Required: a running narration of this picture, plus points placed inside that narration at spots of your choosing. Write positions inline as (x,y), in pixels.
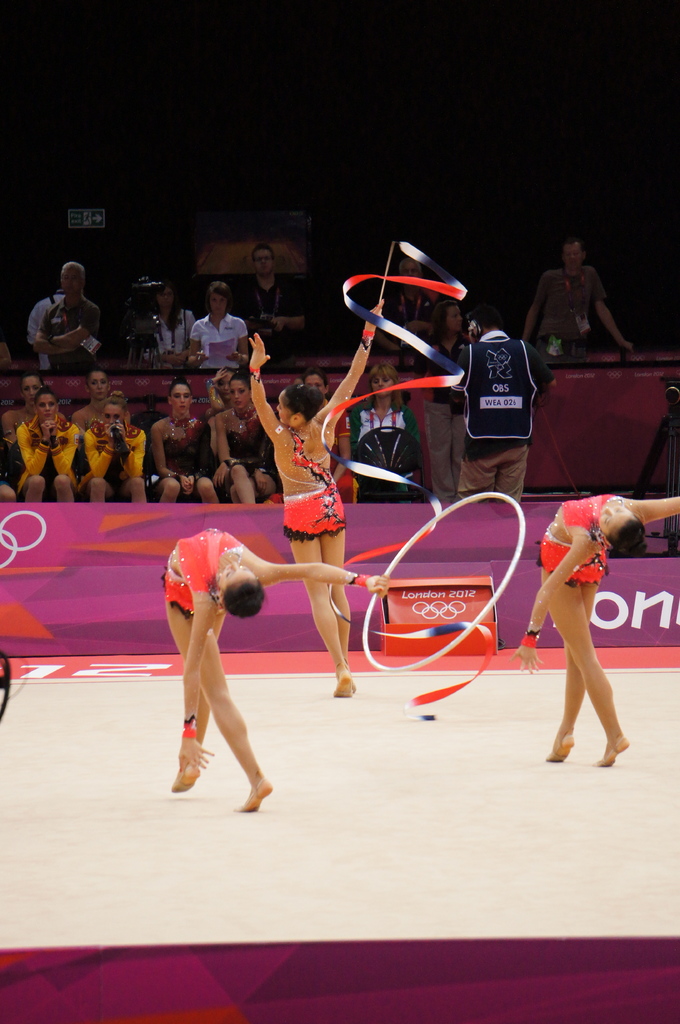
In this image I can see group of people (208,606). In front (200,604) the person (244,614) is holding the ring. In the background (425,375) I can see few people (226,328), some are sitting and some are standing and I can also see the board (276,589).
